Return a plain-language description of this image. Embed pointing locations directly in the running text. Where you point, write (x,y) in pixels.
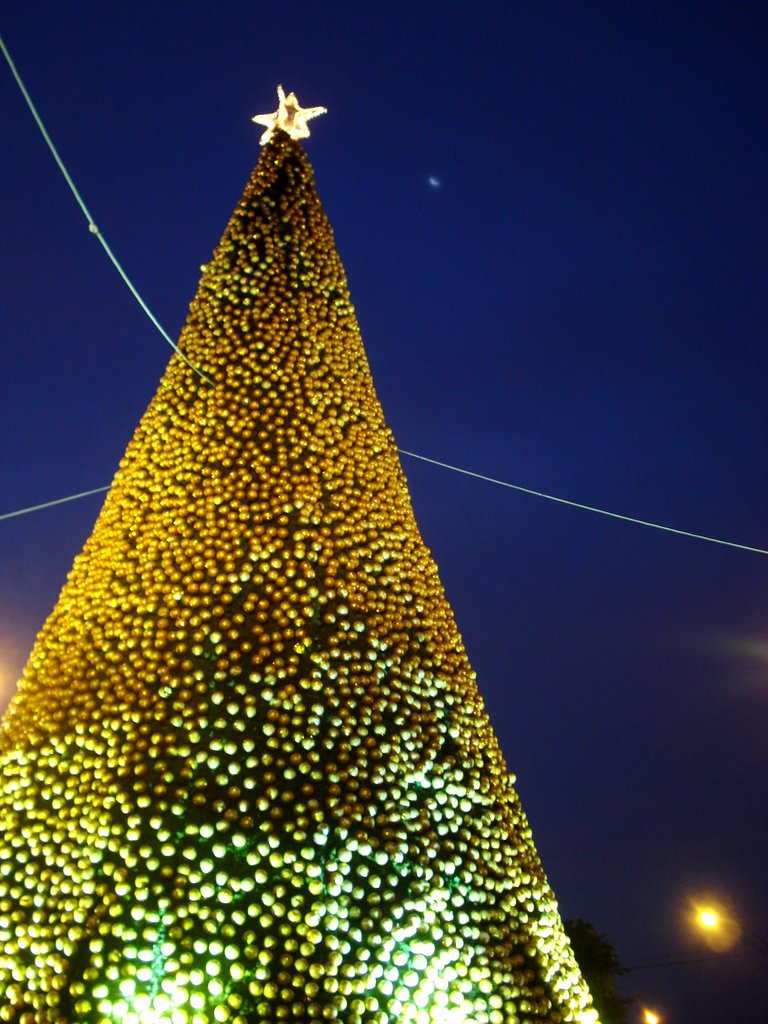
In this picture we can see a Christmas tree (374,785), lights (711,921), leaves (602,949) and in the background (510,345) we can see the sky (559,360).
